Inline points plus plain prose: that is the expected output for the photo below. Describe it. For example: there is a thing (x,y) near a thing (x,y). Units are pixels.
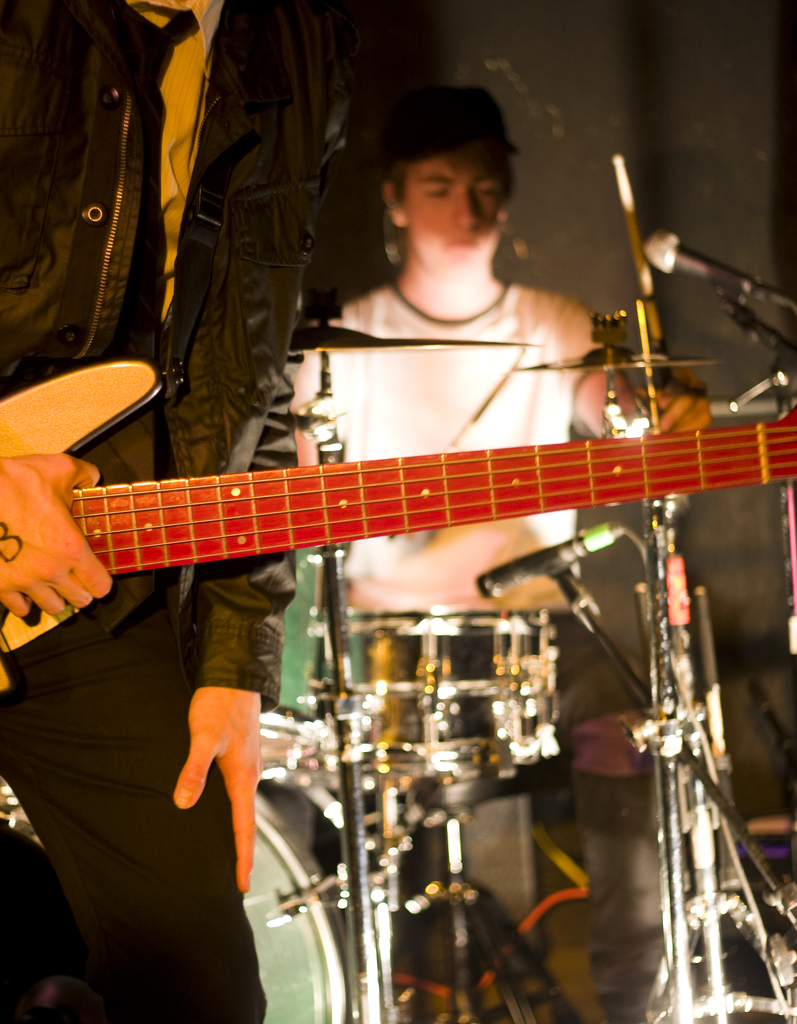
There is a person (296,67) who is holding a guitar (296,518). Here we can see a person (589,711) playing drums (507,744). This is mike (664,271). In the background (695,136) there is a wall (676,112).
